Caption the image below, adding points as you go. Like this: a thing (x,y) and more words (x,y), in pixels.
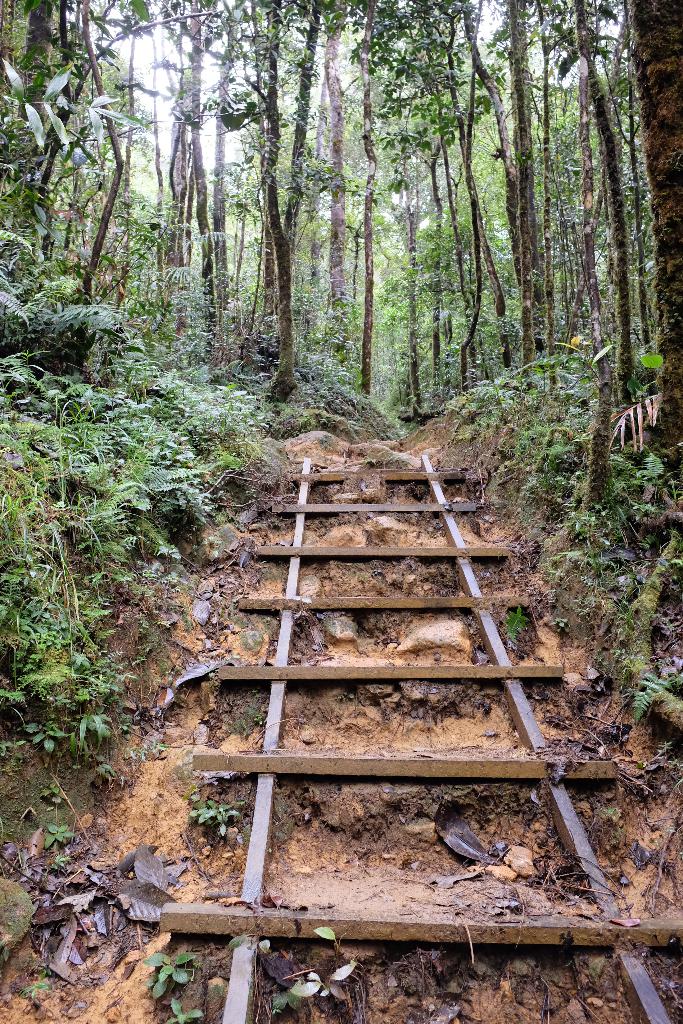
In the picture we can see inside view of the forest (355,363) with many trees (674,268) and plants (406,391), in the middle (426,604) we can see the ladder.
